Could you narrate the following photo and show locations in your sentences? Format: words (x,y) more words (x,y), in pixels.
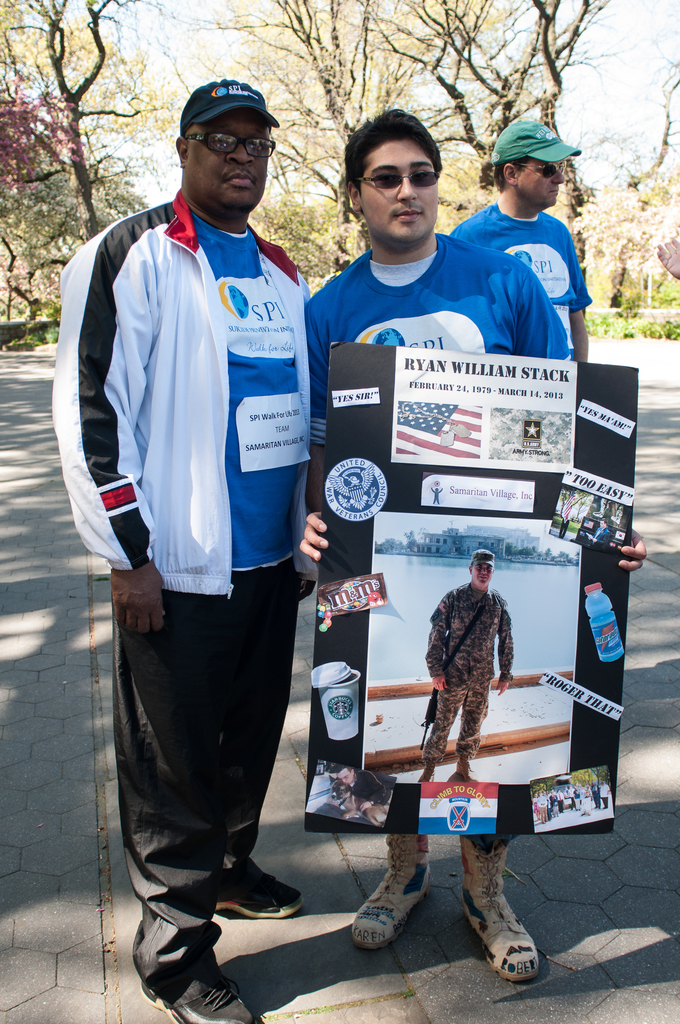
Here we can see three persons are standing on the road (19,972) and he is holding a hoarding (595,671) with his hands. In the background (631,327) we can see plants (631,327), trees (453,164), and sky (610,60).
